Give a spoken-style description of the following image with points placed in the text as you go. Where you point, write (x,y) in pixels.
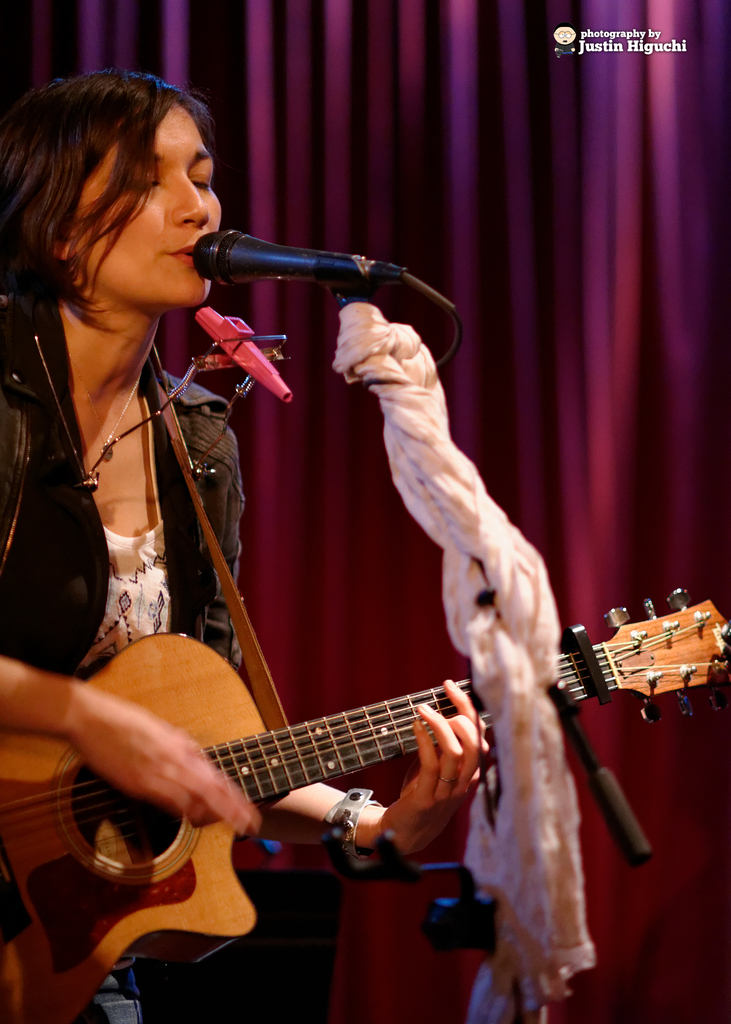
This woman (195,448) wore jacket (184,612), playing guitar (179,717) and singing in-front of mic (278,257). On this mic (337,266) there is a scarf (495,644). Far there is a curtain (592,516) in pinkish color. This guitar (405,733) has strings (576,680) and in brown color.
